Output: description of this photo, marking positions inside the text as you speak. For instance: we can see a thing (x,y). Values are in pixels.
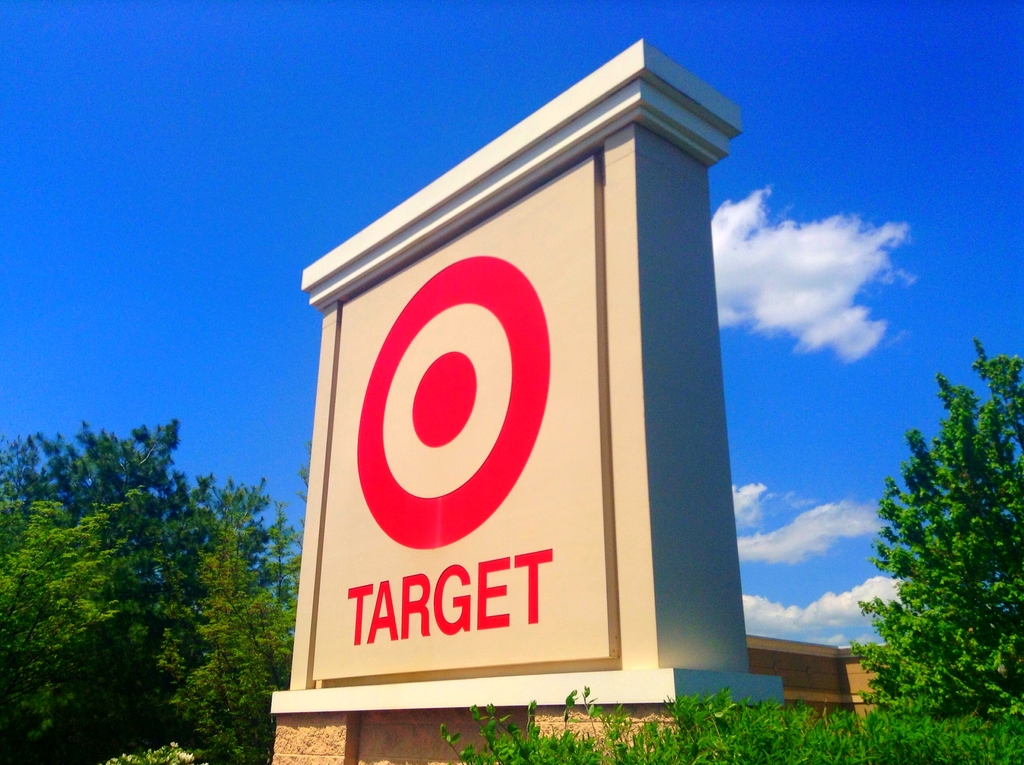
In this picture there is a sign board (418,422) in the center of the image (562,420) and there are trees (904,675) on the right (955,700) and left side of the image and there is sky (351,63) at the top side of the image (525,60).
